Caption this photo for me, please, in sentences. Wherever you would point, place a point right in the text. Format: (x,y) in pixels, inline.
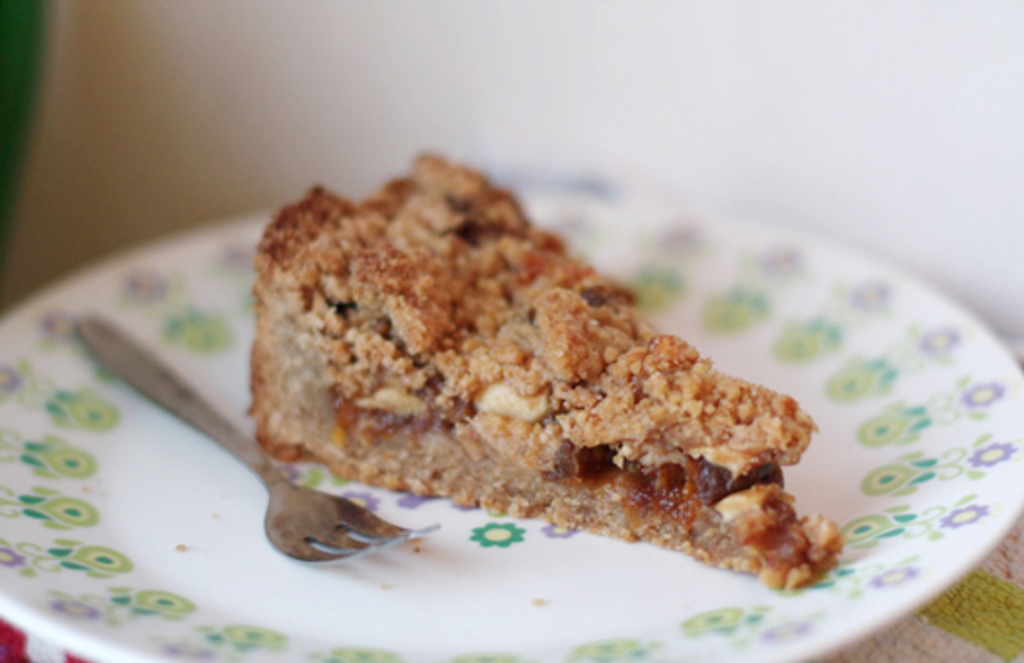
There is a plate (193,594) with some designs (75,516). On the plate (230,391) there is a fork (193,411) and a piece of cake (389,454).
